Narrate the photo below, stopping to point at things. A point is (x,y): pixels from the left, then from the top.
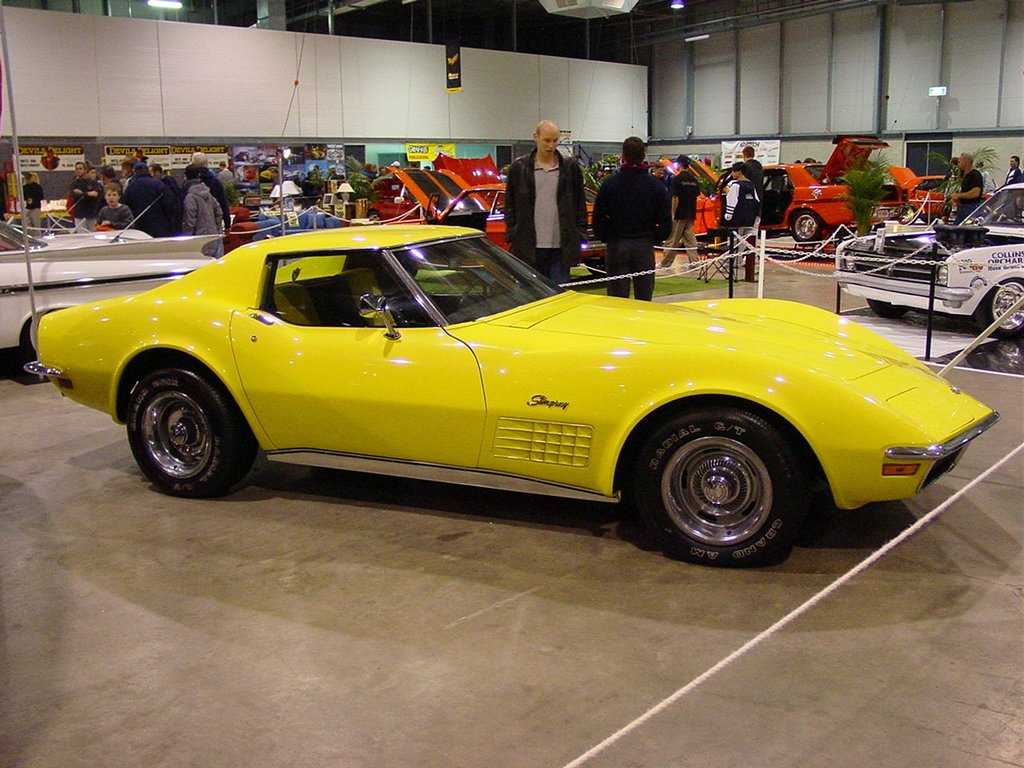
In this image I can see many vehicles (722,340). In front (720,358) the vehicle (551,324) is in yellow color, background I can see few persons (132,215) some are standing and some are sitting. In front the person (575,203) is wearing black and gray color dress (559,203), background I can see few glass doors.
